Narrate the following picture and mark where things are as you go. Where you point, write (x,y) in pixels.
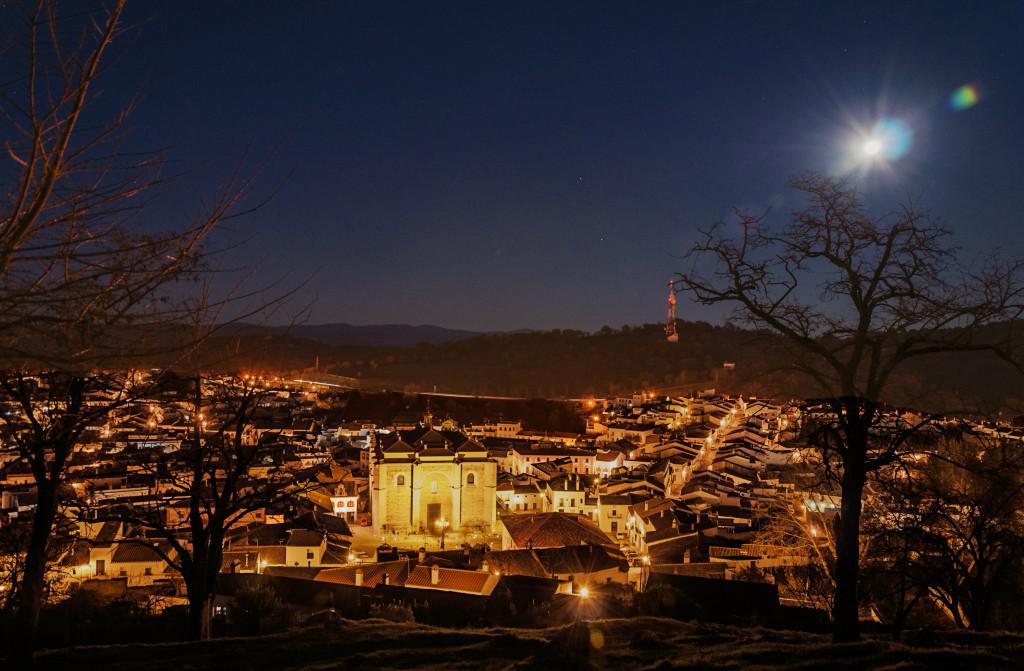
In this picture we can see there are trees (868,570). Behind the trees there are buildings (396,517), poles (440,532) with lights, hills (488,354) and a sky (542,158).
